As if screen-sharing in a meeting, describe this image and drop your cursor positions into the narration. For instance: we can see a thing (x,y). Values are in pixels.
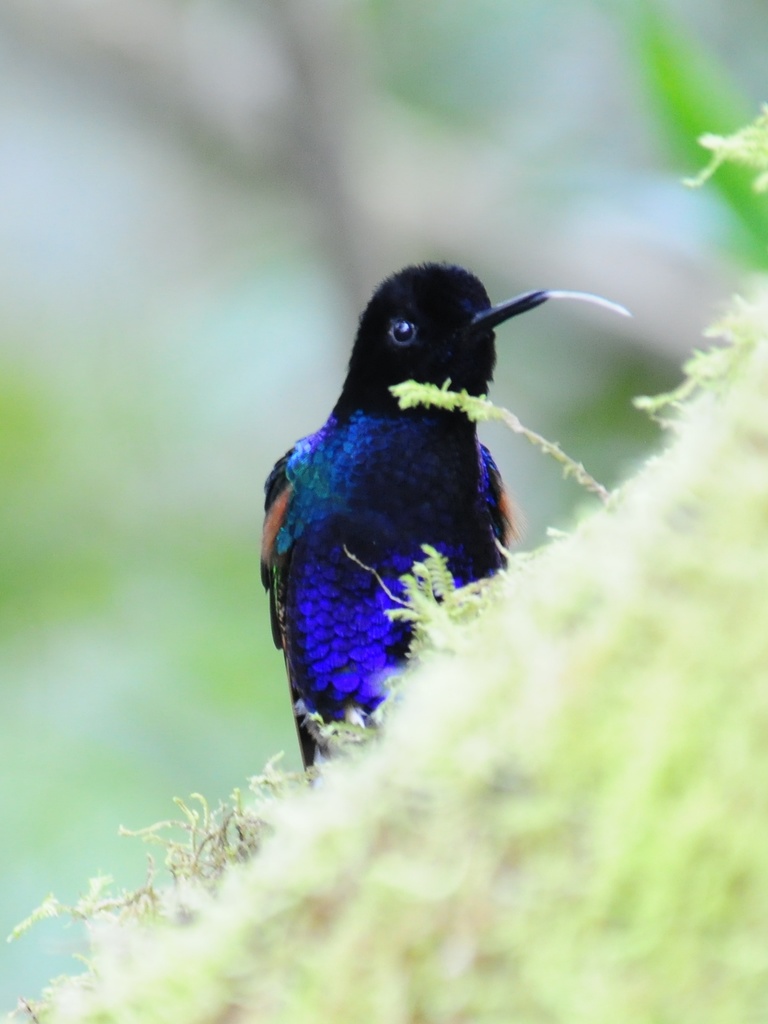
In the foreground of this image (419,454), there is a beautiful bird (419,552) on the greenery (589,649) and something (550,292) in its mouth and the background (10,815) is blurred.
